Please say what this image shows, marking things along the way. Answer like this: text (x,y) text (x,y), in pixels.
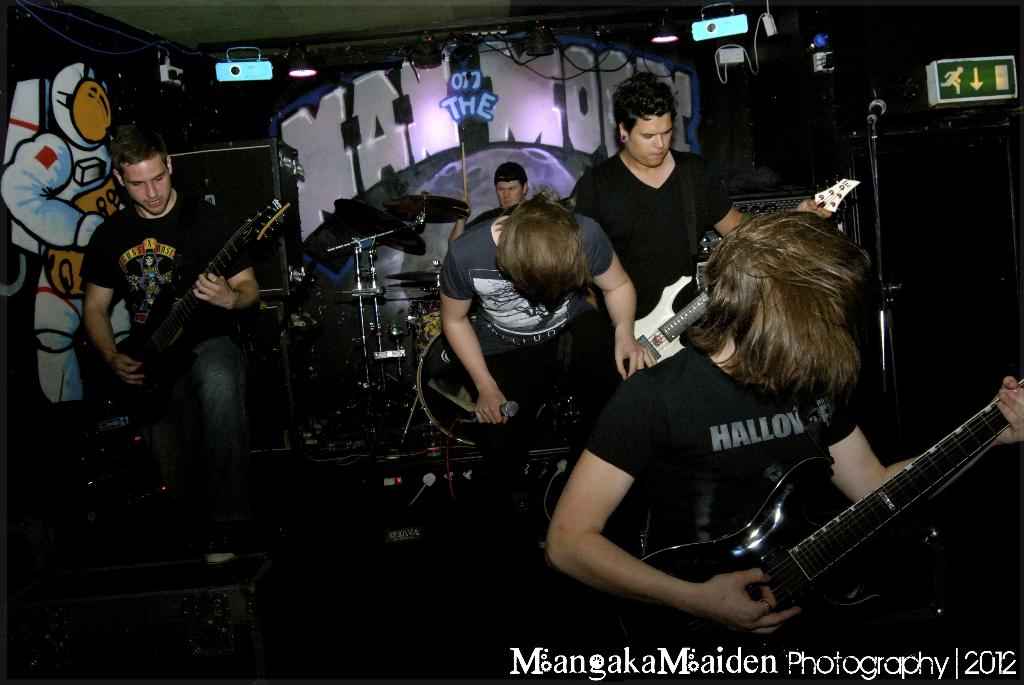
As we can see in the image, there are few people (579,551) holding guitars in their hands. In the background (389,227) there are musical drums (389,227).
